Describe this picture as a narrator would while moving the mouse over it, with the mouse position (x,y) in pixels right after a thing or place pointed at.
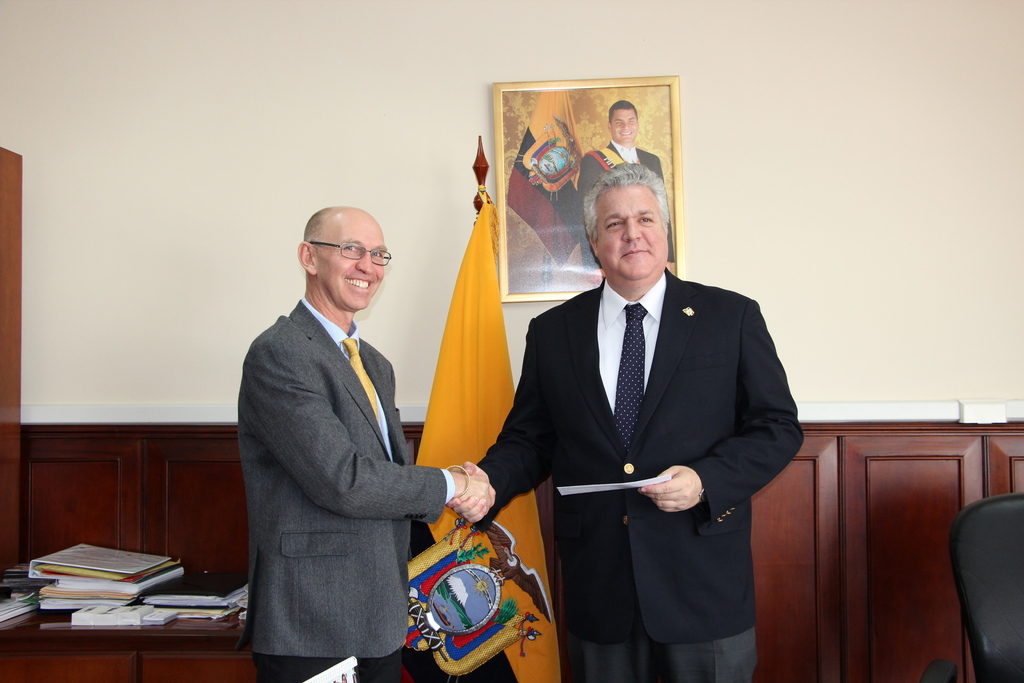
In the picture I can see these persons (326,443) wearing coats (314,448), ties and shirts (647,332) are standing here and they are hand shaking, here I can see some files (158,609) are kept on the table (101,671) which is on the left side of the image (14,644) and I can see a flag (439,548), I can see a chair (974,616) on the right side of the image (1004,524), I can see the wooden frame (223,507) on the wall (64,518) and I can see a photo frame (567,213) on the white color wall (796,108).
